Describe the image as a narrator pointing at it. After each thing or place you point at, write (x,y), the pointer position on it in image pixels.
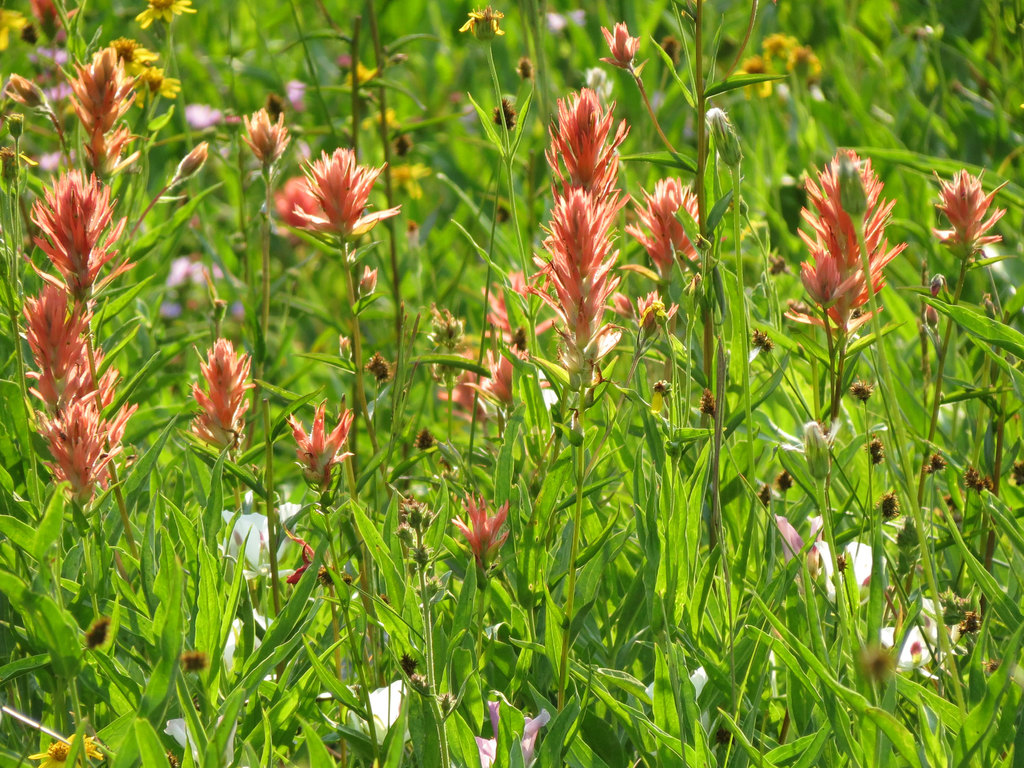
The picture consists of plants (634,445) and flowers (354,200). The background (409,103) is blurred. In the background (361,141) there is greenery (433,120).
